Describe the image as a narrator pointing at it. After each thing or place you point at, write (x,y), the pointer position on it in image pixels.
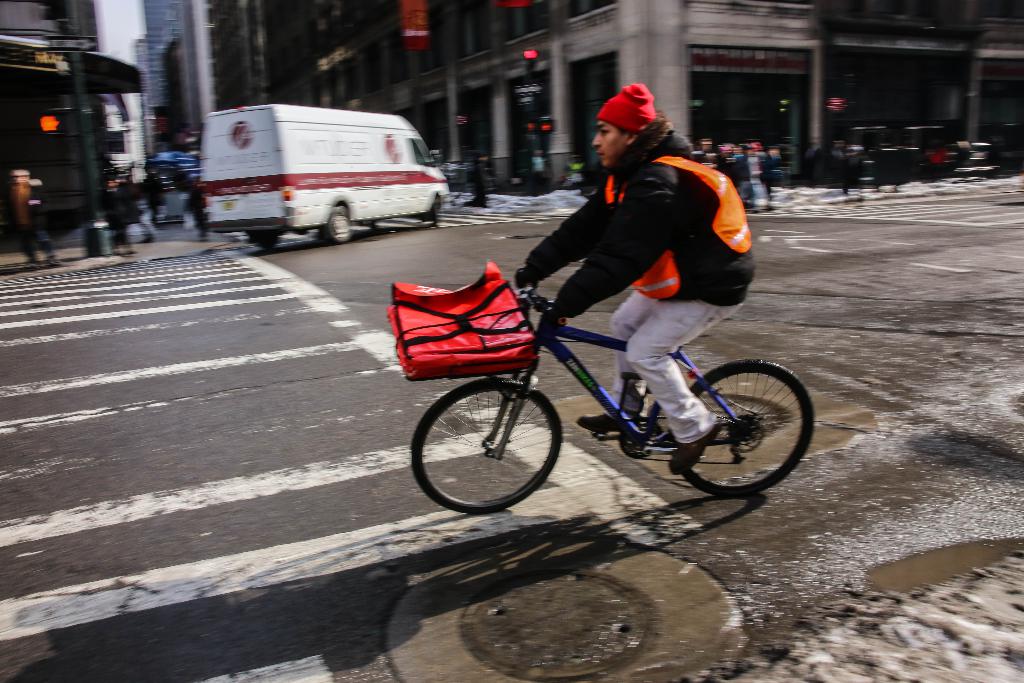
This picture is of outside. In the center (616,240) there is a person (661,192) riding a bicycle (594,432) and we can see a van (345,168). In the background (753,155) we can see the vehicles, group of persons (842,166), buildings (585,18), traffic lights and the sky (111,15). In the left corner (154,334) we can see the zebra crossing (267,410).
